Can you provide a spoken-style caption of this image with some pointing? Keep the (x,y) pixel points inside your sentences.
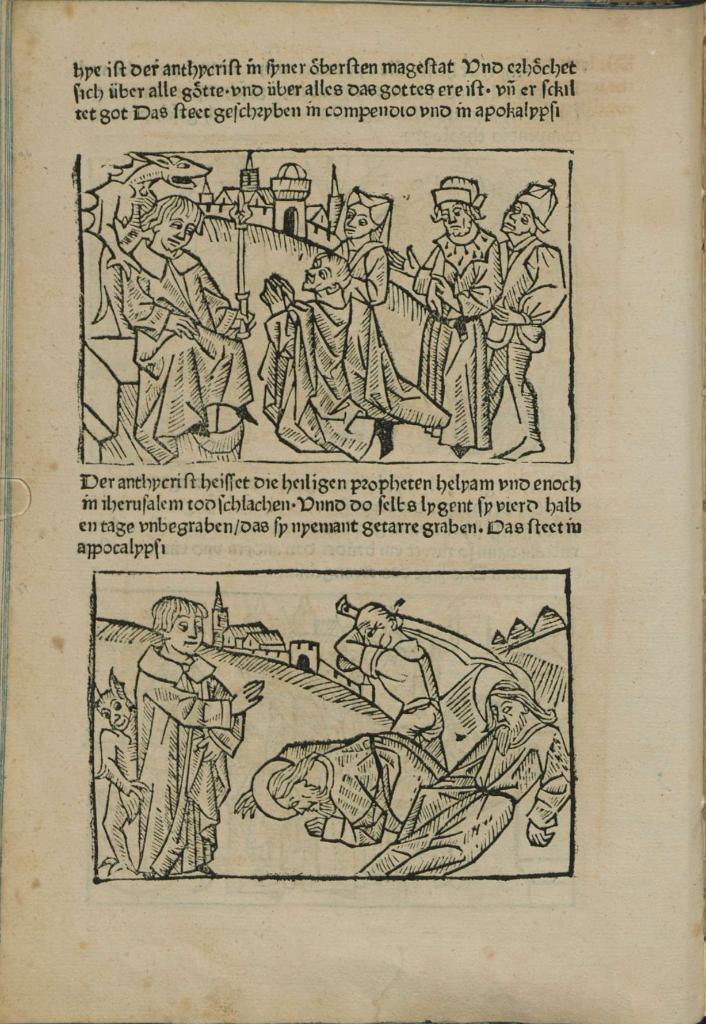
In this image there is text (522,112) and there are pictures (153,843) of people (250,401) on the paper (579,57).
